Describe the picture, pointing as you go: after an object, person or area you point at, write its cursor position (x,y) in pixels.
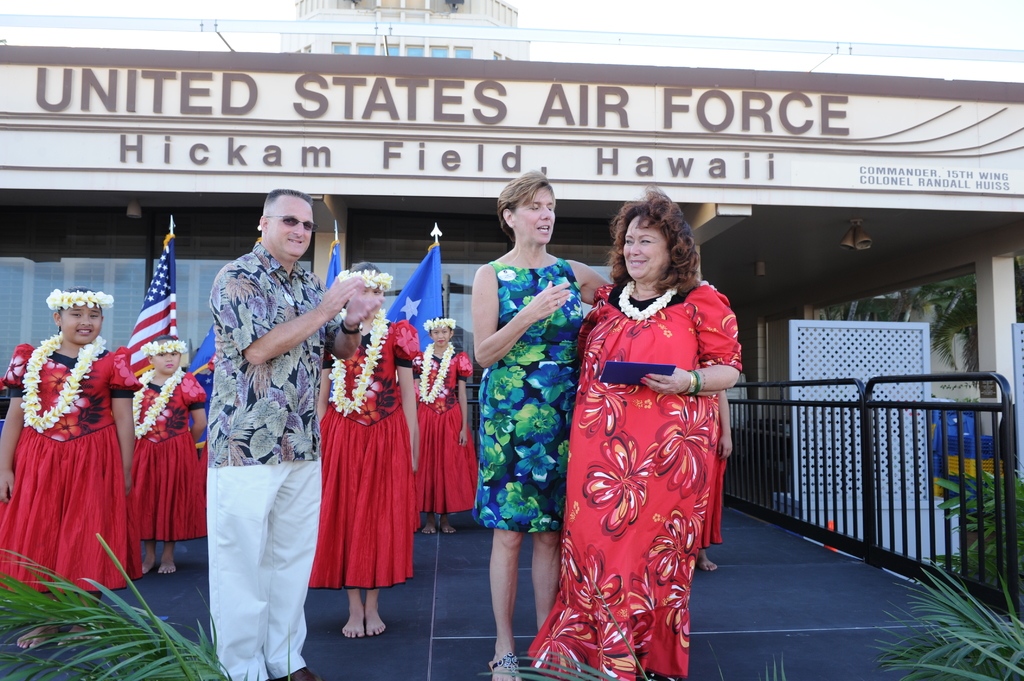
In this image I can see few people (469,467) are wearing different color dresses (185,388). Back I can see the building (566,231), railing (963,483), planter (928,648), flags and few objects (828,349).
